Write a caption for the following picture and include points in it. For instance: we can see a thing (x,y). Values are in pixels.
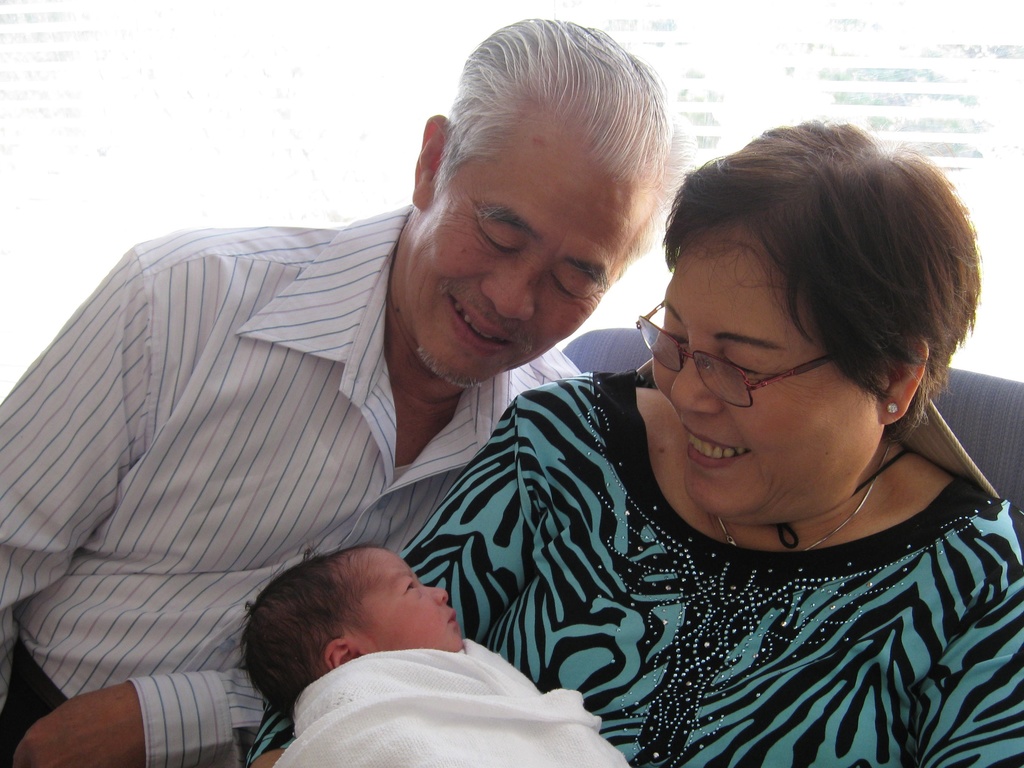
In this image we can see a two persons (477,479) sitting and holding a baby (332,670).
